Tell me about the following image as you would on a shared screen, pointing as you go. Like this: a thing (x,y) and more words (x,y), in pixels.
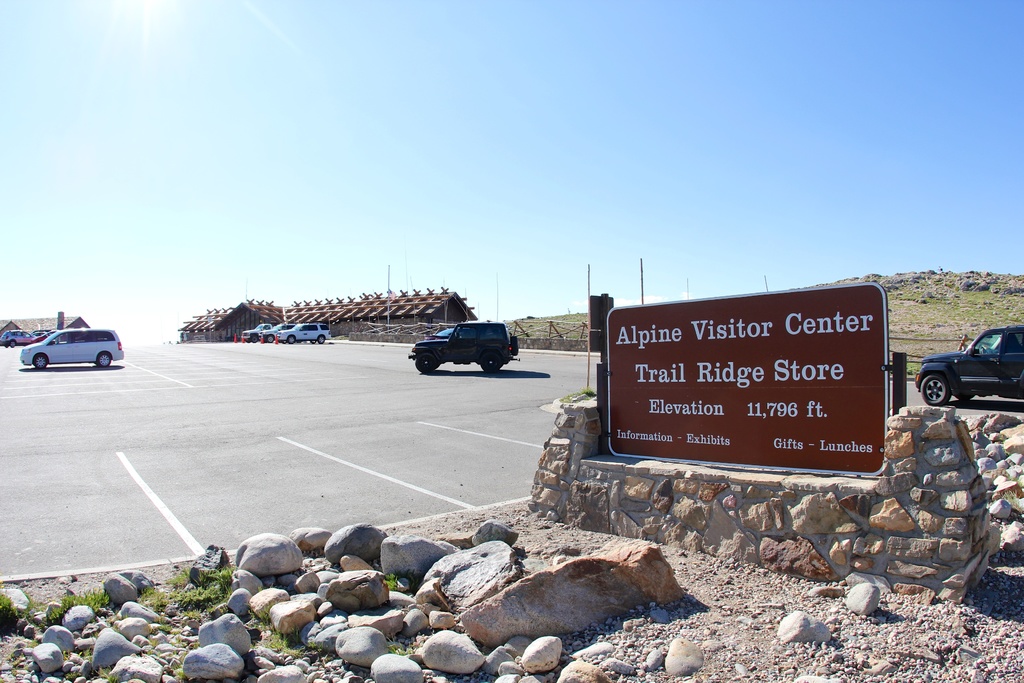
Here in the front (712,296) we can see a board (675,325) present on a wall (664,495) over there and we can see some stones (434,565) present on the ground (485,650) over there and we can also see some grass (162,609) also present over there and on the road (513,439) we can see number of vehicles (449,361) present here and there and in the far we can see sheds (60,312) present here and there and on the right side (920,276) we can see mountain (929,299), which is fully covered with grass (961,300) over there.
